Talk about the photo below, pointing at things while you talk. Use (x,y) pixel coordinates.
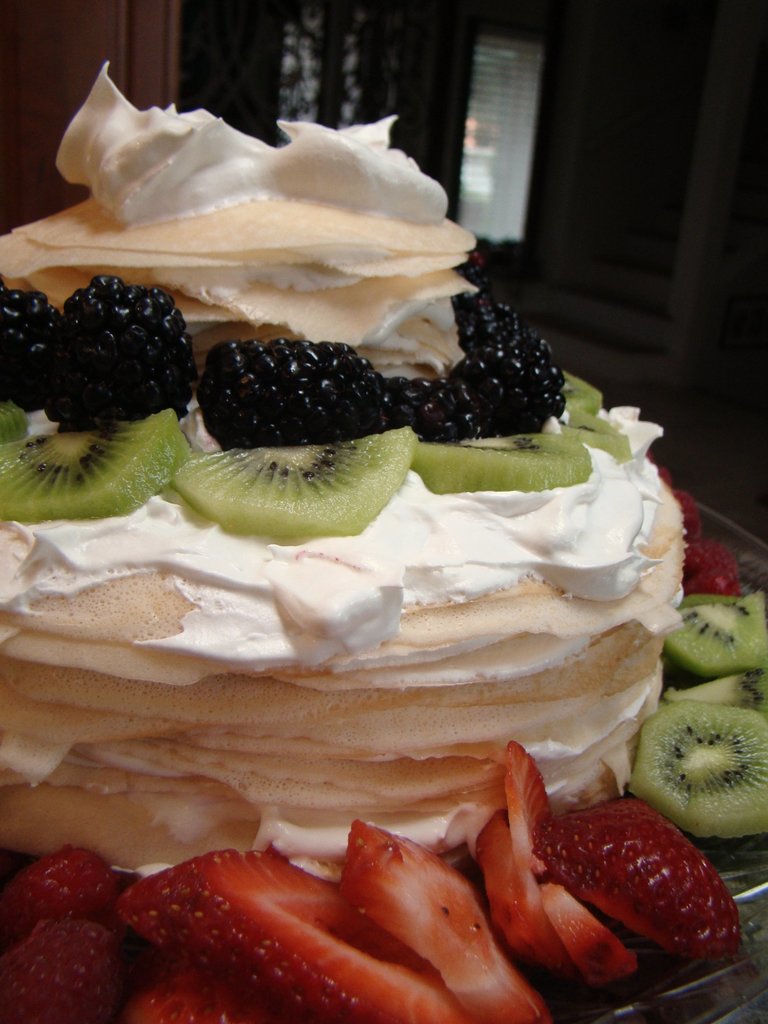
In this image there is a cake (156,678). There are strawberries (219,869), Kiwi (723,832), and other fruits (284,387) on the cake (410,638). There is a cream (350,635). There is a door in the background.
